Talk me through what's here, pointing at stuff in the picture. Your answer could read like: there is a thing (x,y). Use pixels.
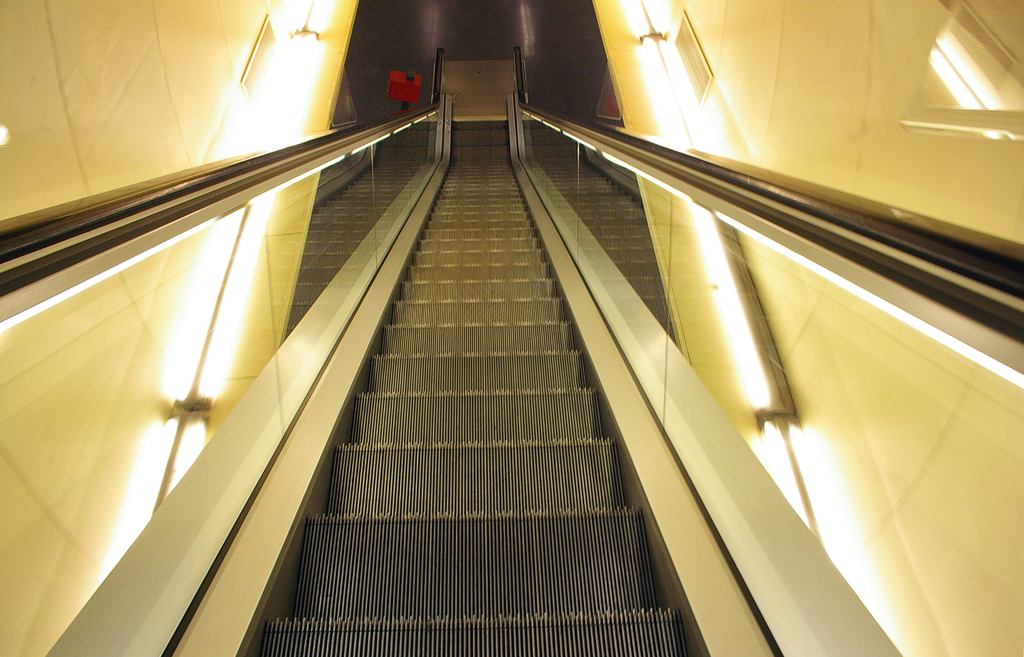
In this image I can see stairs (406,507) in the centre (459,257) and both side of it I can see number of lights (171,430). On the top of this image (391,74) I can see a red color thing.
